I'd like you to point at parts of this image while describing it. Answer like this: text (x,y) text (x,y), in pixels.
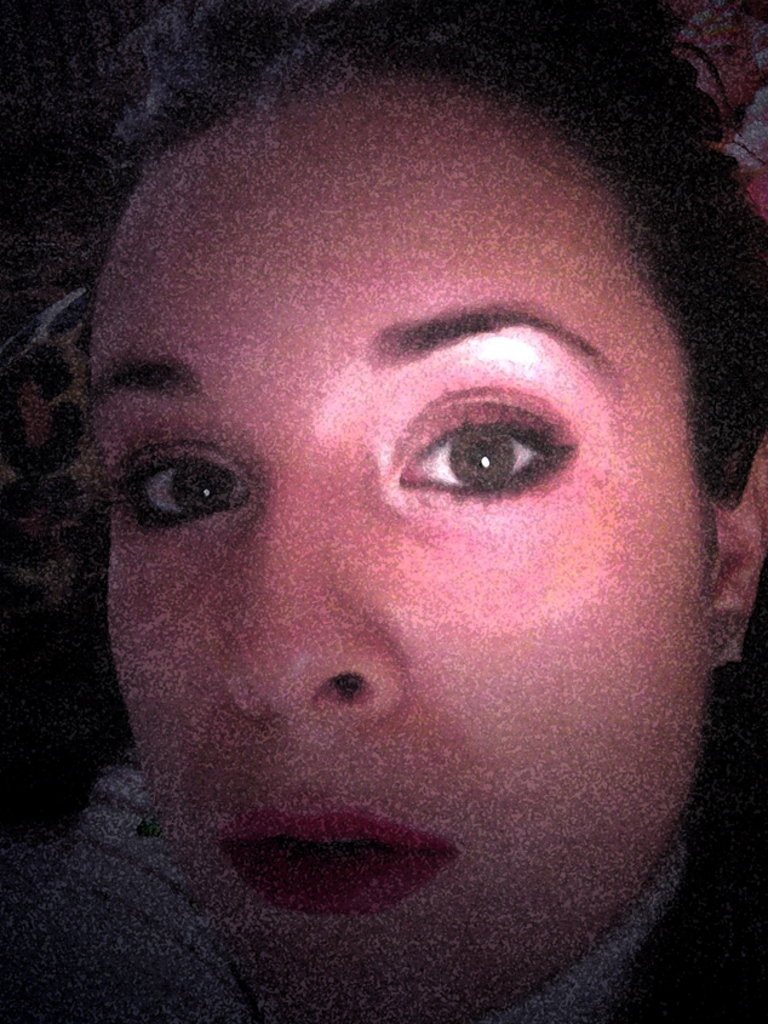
In this image I can see a person face (231,712).
